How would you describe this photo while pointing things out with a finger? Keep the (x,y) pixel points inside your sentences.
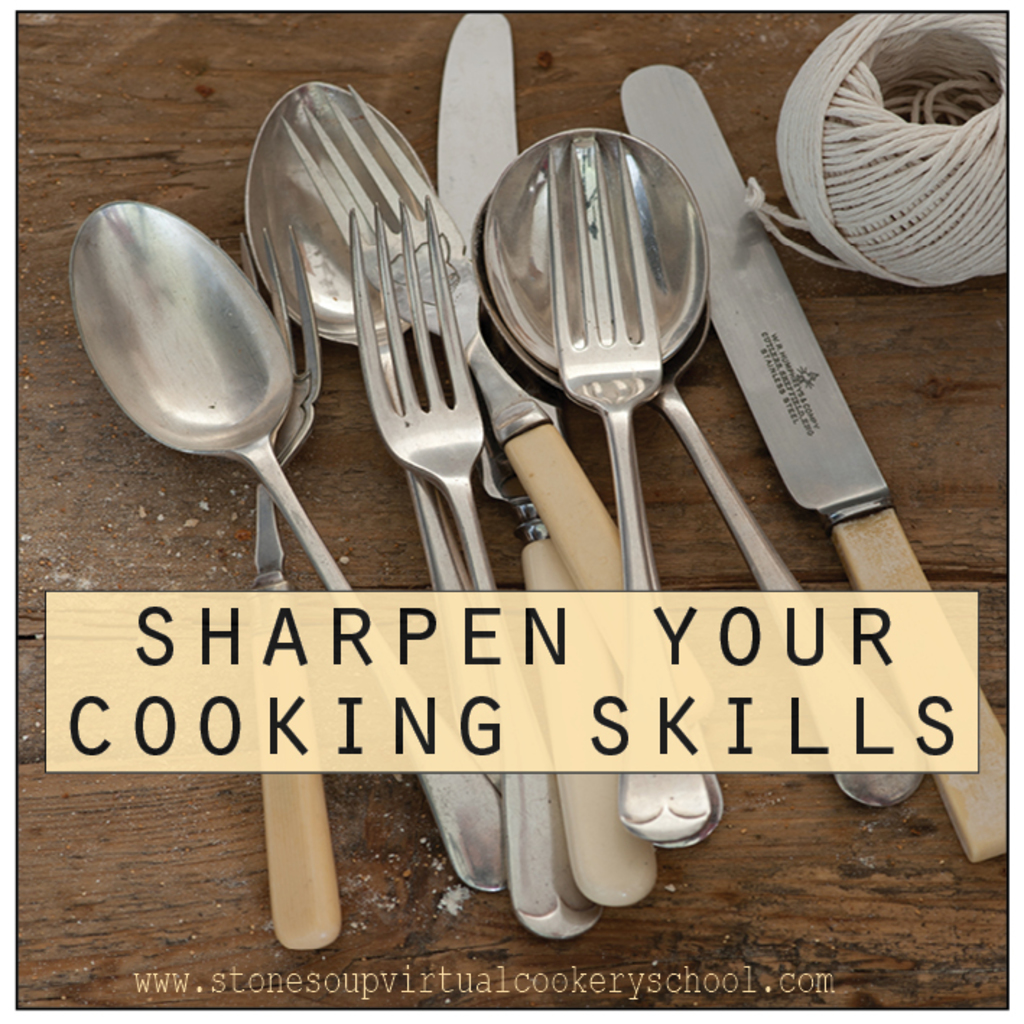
In this picture I can see there are few spoons (102,366), forks (380,392) and knives (985,806) placed on the table (39,610). There is something written on the photograph.
